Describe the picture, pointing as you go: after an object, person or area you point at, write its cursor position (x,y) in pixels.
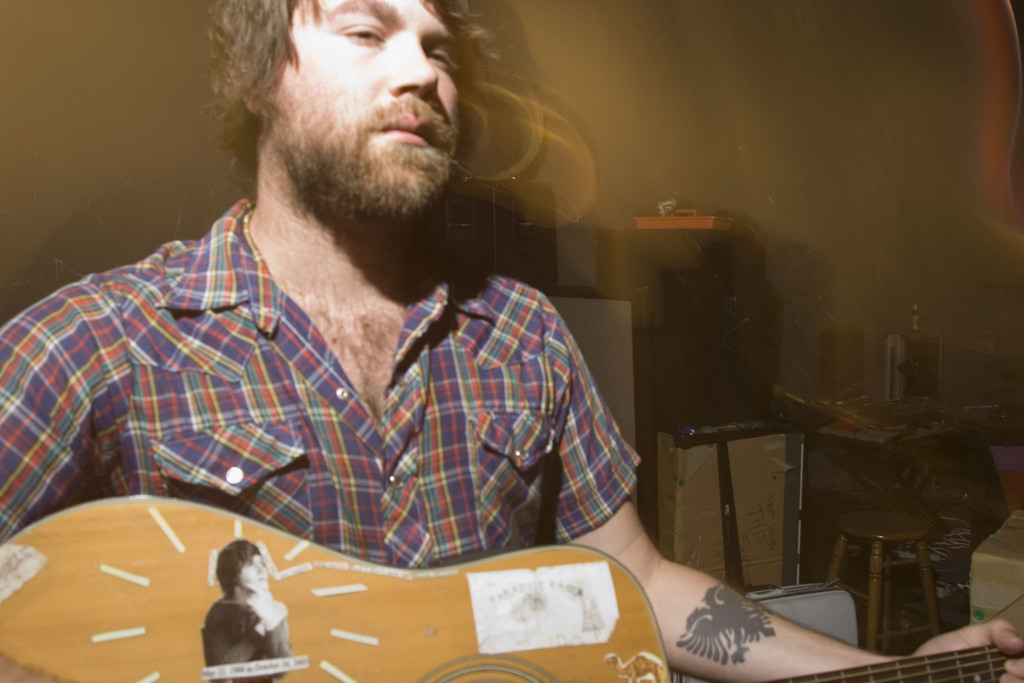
It is a closed room (599,357) where only one person (534,475) is present in shirt (343,478) and guitar (461,586) in his hands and behind him there are stool (851,534), table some books (861,427) on the table (895,425) and the table (895,425) there is a big wall (722,180) and a tattoo (723,646) is present on his hand (691,658).
